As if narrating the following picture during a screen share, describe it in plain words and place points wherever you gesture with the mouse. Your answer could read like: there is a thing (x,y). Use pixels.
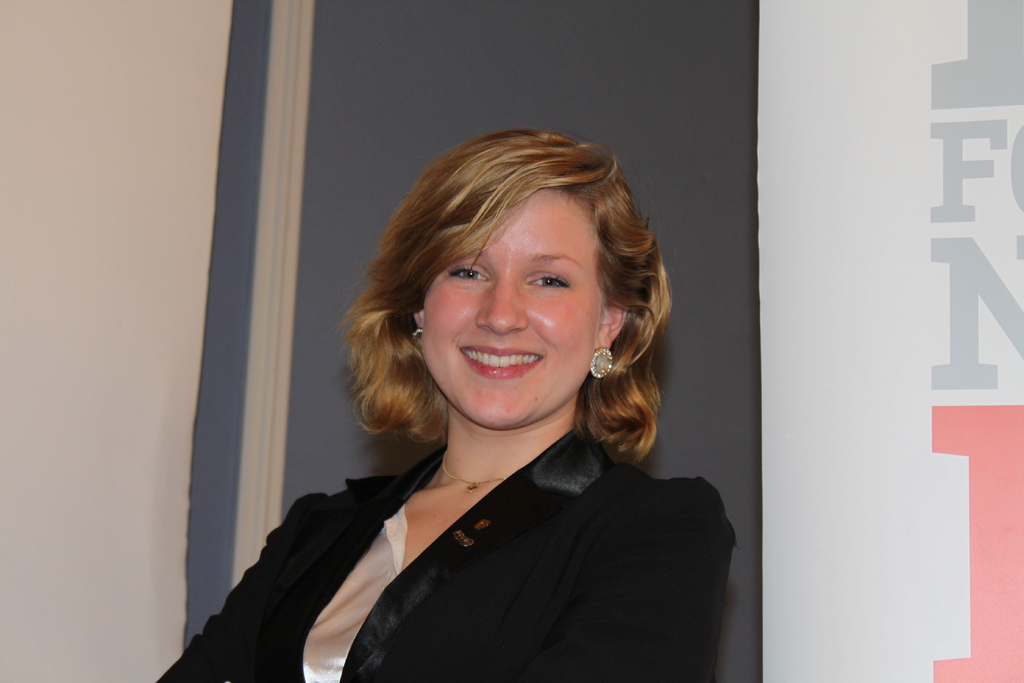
There is a woman (448,360) smiling. Background (939,142) we can see wall (541,98) and banner (946,153).
